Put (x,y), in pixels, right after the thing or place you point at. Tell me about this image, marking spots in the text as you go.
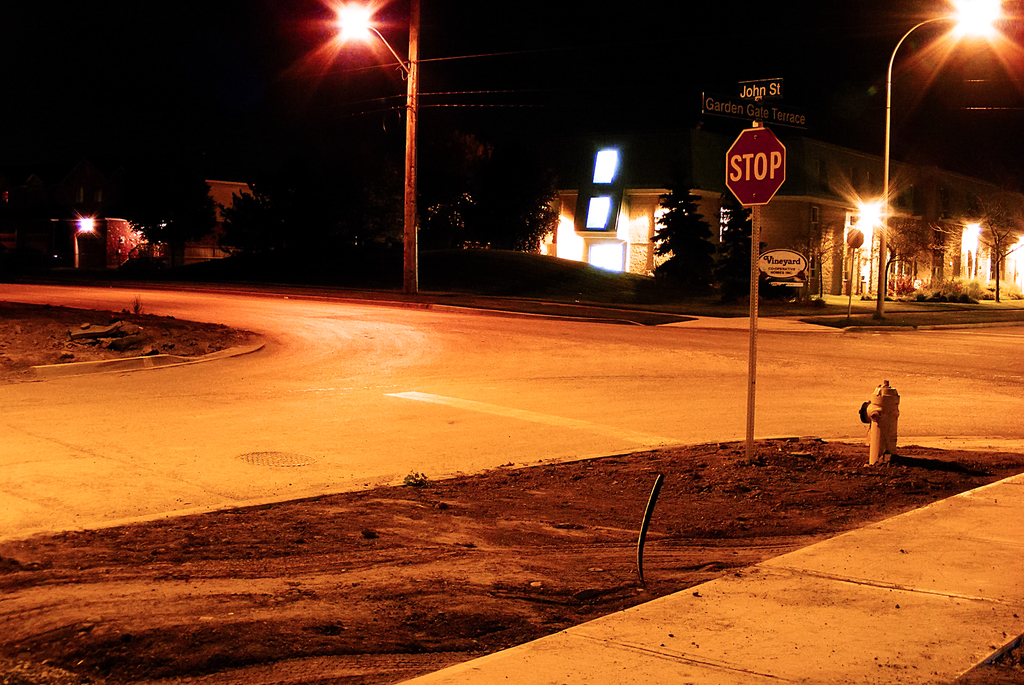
This picture is taken during night and in the middle (665,388) I can see road (910,395) and street light poles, signboard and fire hydrant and buildings (622,193) and trees (908,236) visible.
